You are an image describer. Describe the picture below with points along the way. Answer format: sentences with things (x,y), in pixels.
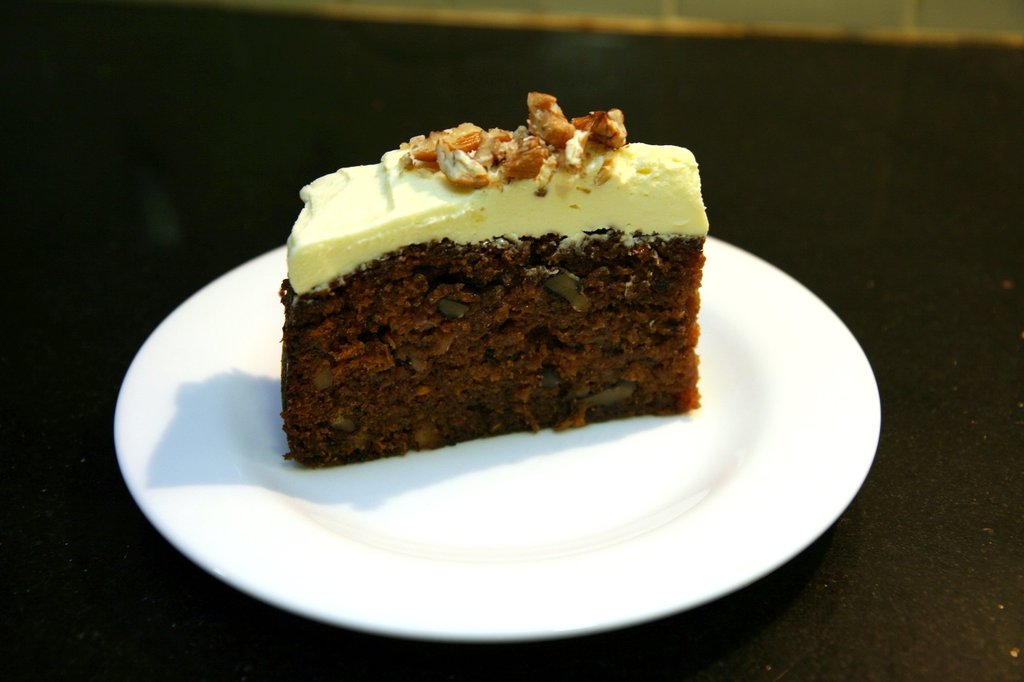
In this picture I can see the chocolate cake (590,275) which is kept on the plate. This plate (644,483) is kept on the table (890,564). At the top (553,14) it might be the wall (558,14).
